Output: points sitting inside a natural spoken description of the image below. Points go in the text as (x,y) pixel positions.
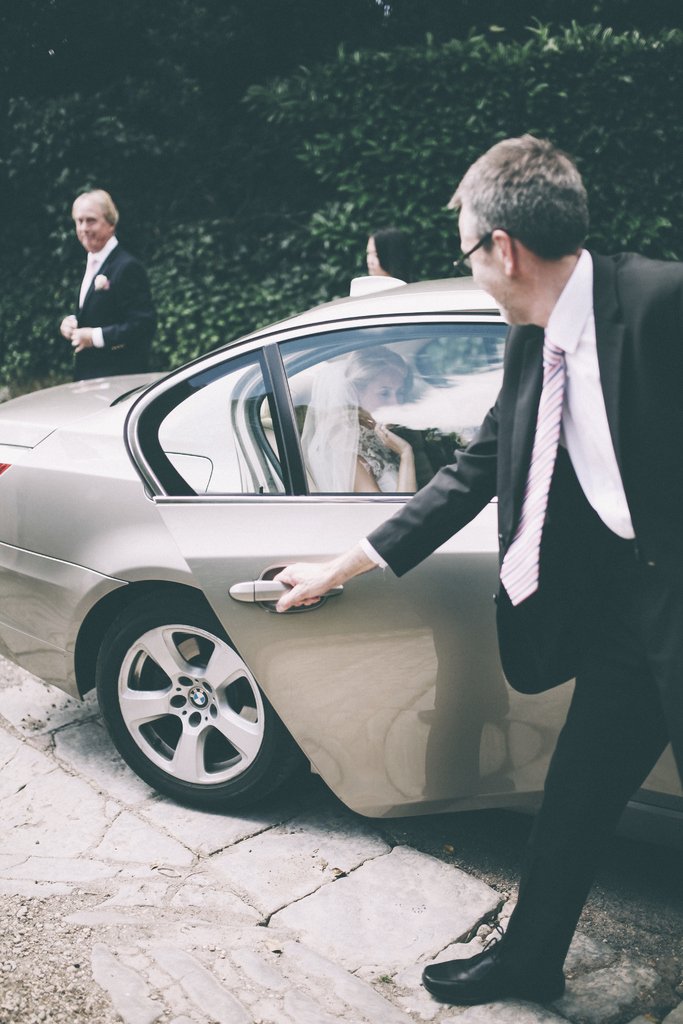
In this picture i could see a person (475,459) opening the car door (270,583). Inside the car (221,576) there is a woman (357,426) and outside in the background of the picture (316,251) it is the green trees (302,94) and the person (128,280) walking over and the person (621,752) who is opening the door (274,596) is in formals (646,435) wearing a blazer (637,386) tie (541,428) and trouser (562,907).
